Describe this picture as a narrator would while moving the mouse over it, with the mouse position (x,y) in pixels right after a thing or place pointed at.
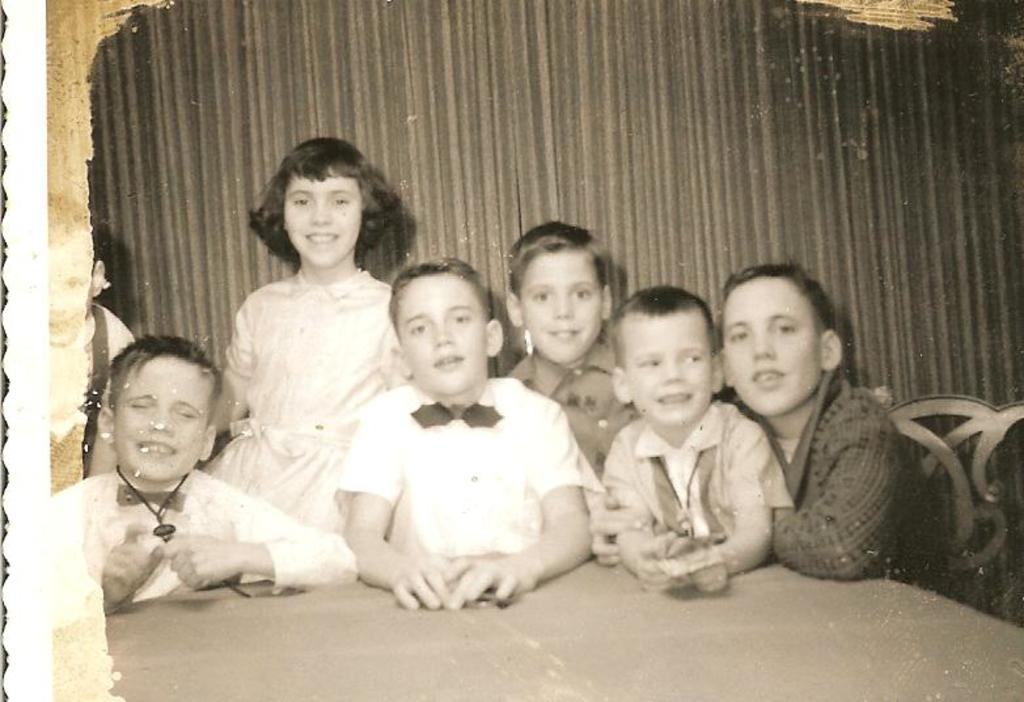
This is a black and white picture where there is a table (533,610), and at the background (258,408) there are group of people (213,371), chair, curtain (621,258).
